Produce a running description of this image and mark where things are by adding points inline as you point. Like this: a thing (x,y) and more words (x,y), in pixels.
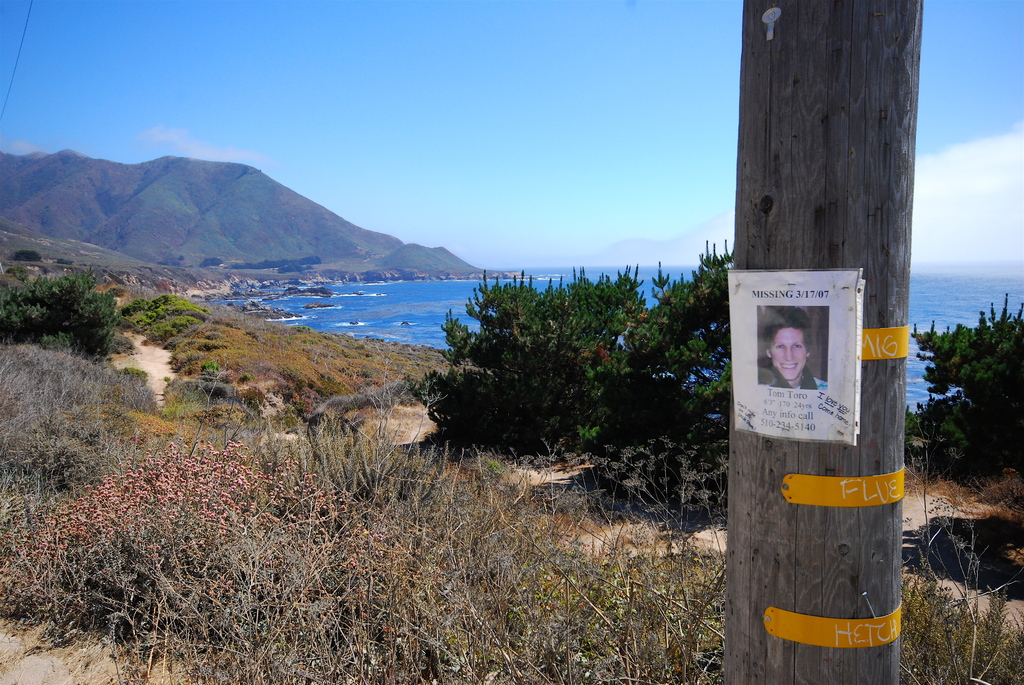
To the right side of the image (804,441) there is a wooden pole (864,308) with a poster (740,321) on it. And to the bottom of the image (308,506) there is a grass (332,457) on the ground (143,345). And also there are few plants (211,337) and trees (642,347). In the background (378,328) there is a water (375,286) and also the left corner (76,195) there is a hill (155,176). And to the top of the image (572,102) there is a sky (443,113).
